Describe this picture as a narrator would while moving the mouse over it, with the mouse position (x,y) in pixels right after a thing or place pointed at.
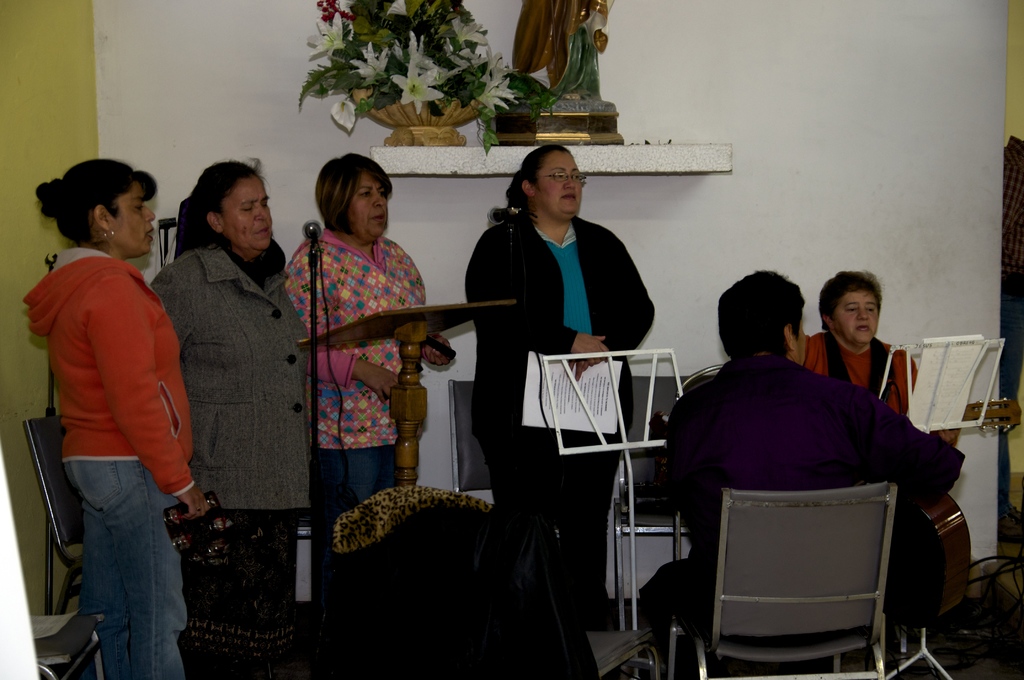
In this image there are group of persons (192,312) who are singing in front of them there are microphone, tables (418,324) and a person (793,484) sitting playing musical instrument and at the top of the image (460,49) there is a flower vase (395,139).
